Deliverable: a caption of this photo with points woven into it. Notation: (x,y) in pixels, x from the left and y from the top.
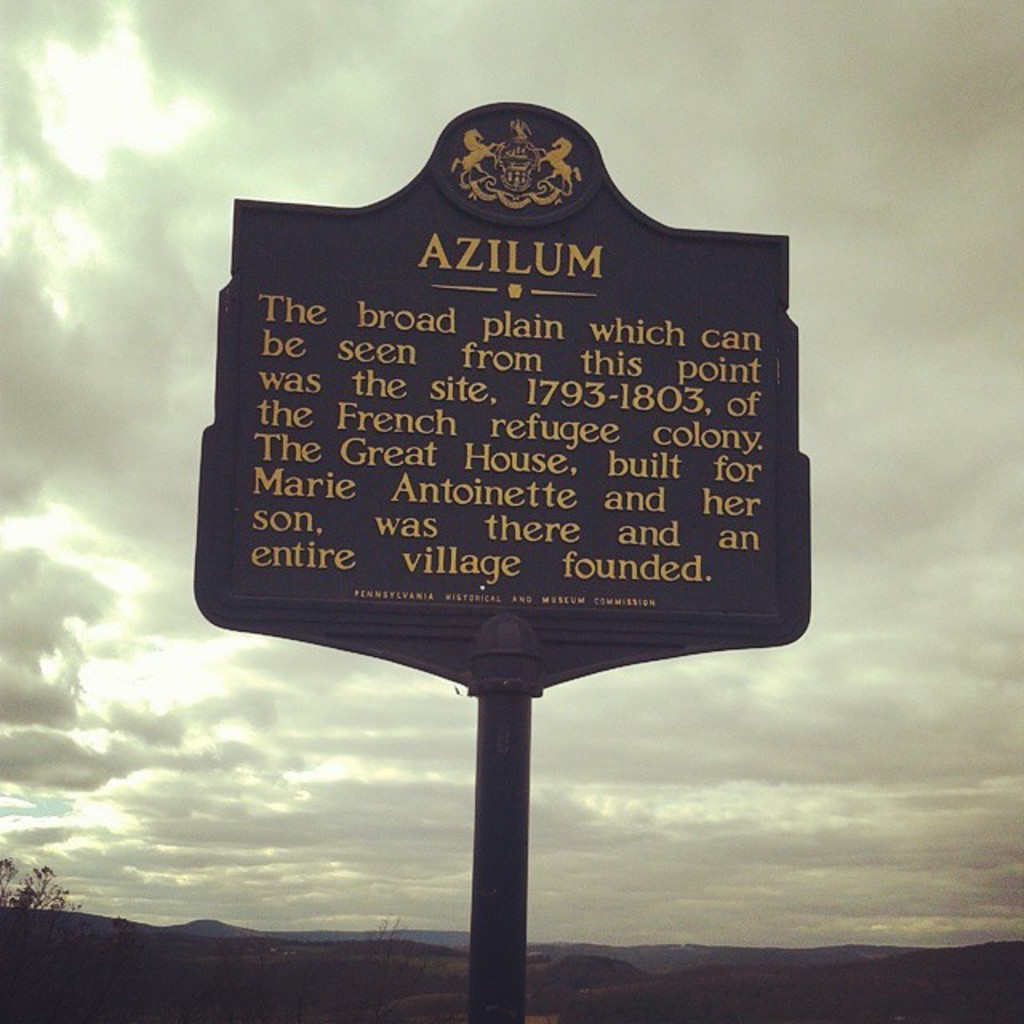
In this image there is the sky (907,462), there are clouds (238,816) in the sky (804,445), there is a board (535,424), there is text (594,426) on the board (564,424), there is a pole (513,853) towards the bottom of the image (504,867), there are hills (637,988) towards the bottom of the image (527,985), there are plants (130,968) towards the bottom of the image (190,978).
